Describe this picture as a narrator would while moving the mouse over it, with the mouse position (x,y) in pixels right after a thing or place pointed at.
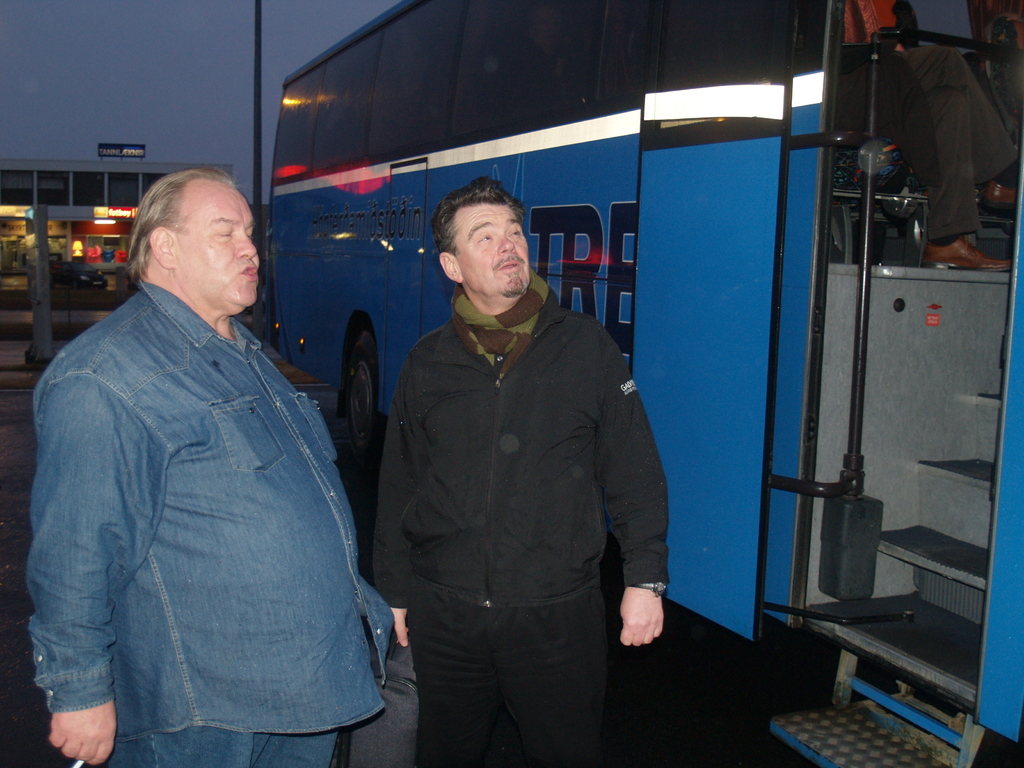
In this image we can see two men (424,544) standing on the ground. In that a man (495,621) is holding a bag (411,675). We can also see a person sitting in a bus (750,475), some poles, vehicles (334,319) on the ground (18,363), a building (60,218) and the sky (38,136).
